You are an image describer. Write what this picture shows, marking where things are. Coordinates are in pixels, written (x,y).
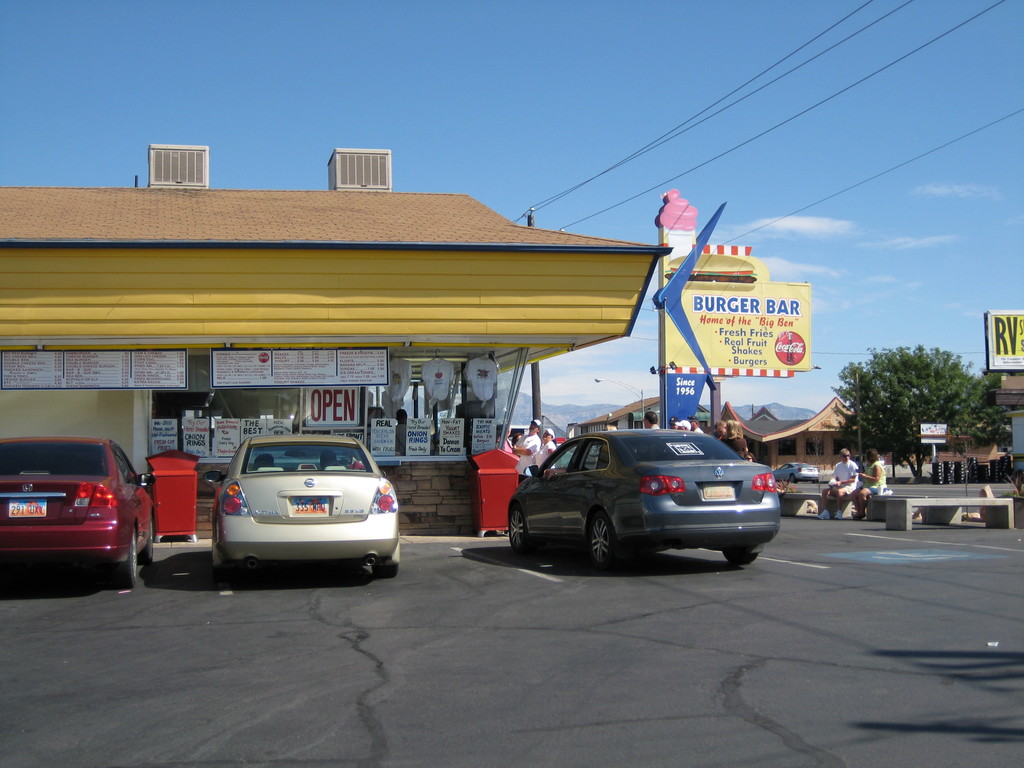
In the middle of the image (587,439) we can see some vehicles (30,442) on the road (965,565). Behind the vehicles (626,439) few people (531,439) are standing, sitting and there are some poles (661,361), banners (1018,355), trees (949,367) and houses (58,266). At the top of the image (609,7) there are some clouds (609,348) in the sky (77,30).
